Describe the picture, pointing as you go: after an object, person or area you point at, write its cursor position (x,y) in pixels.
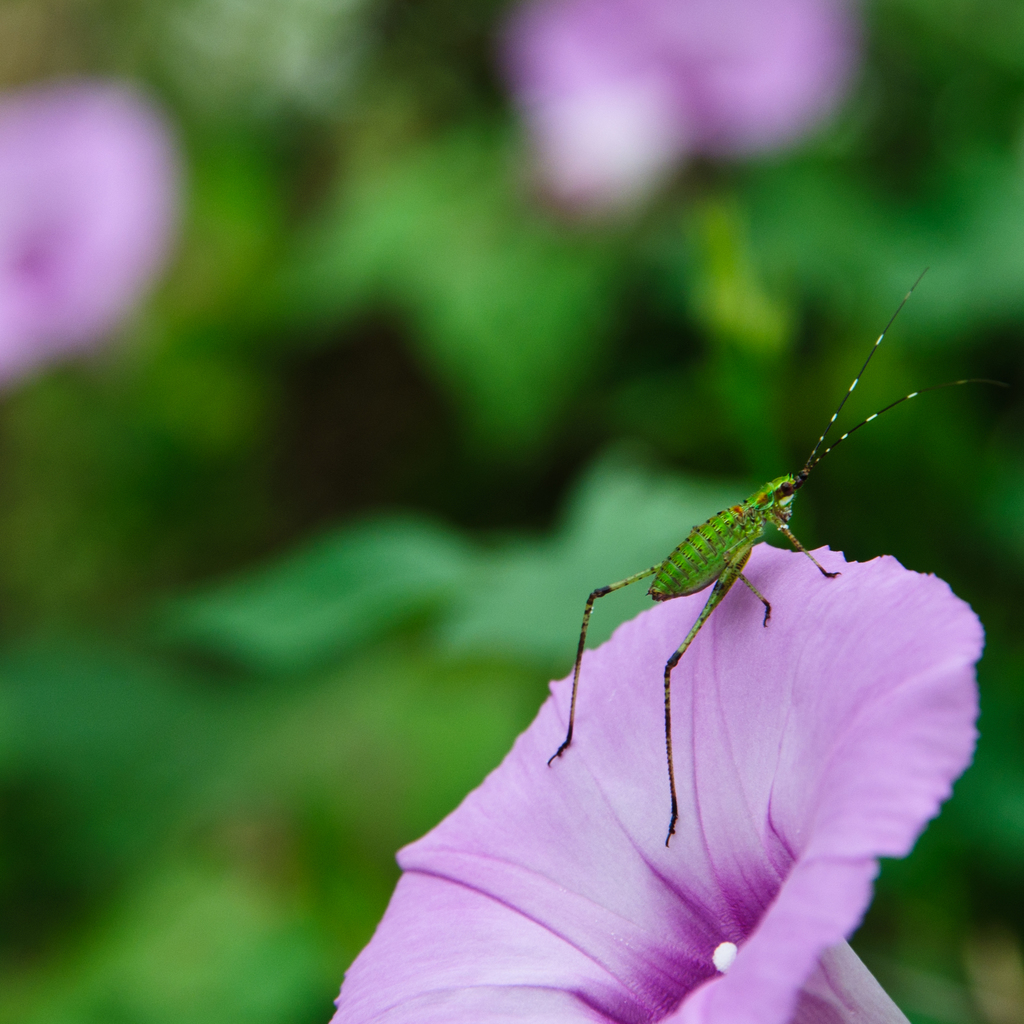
There is a green insect (720,549) on a lavender flower (765,928). The background (904,100) is blurred.
